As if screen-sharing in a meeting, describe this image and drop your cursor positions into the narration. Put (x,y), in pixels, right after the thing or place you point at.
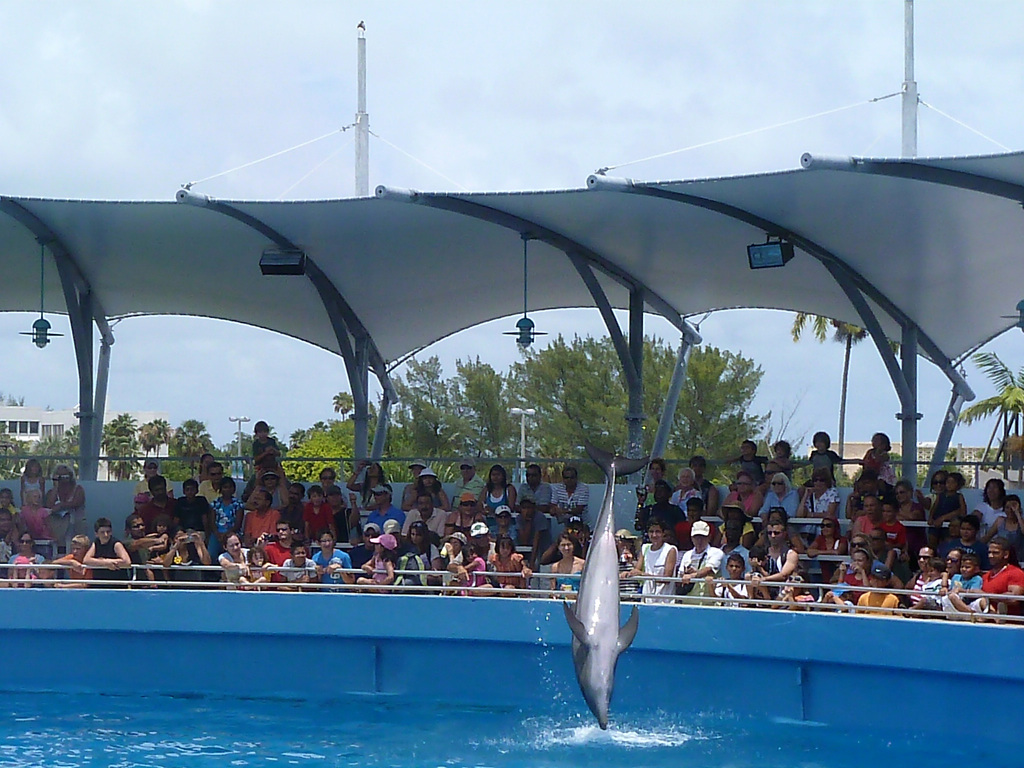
In this image we can see a dolphin (587,625) on the water (584,729). In the background (786,540), we can see group of people (562,538) sitting on chairs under a shed (321,314) with some lights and poles (364,342), group of trees (180,428), building (70,411) and sky (523,95).
